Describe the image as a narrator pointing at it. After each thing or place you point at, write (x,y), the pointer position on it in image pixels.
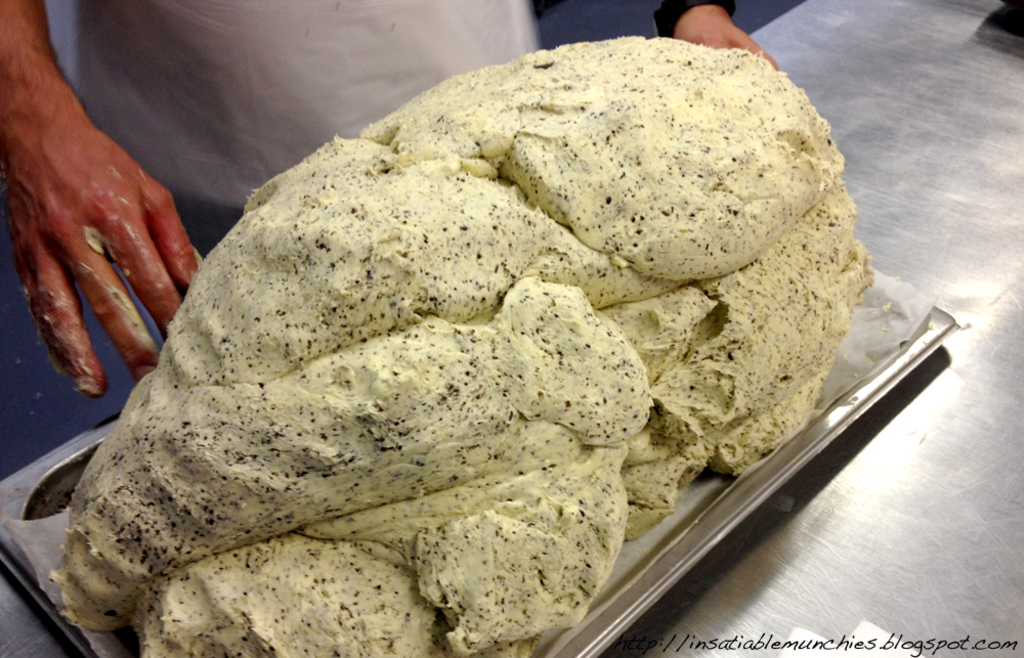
In this picture there is a person (357,77) standing behind the table (998,135). There is a dough (331,397) on the plate (634,590). There is a plate (887,377) on the table (865,485). In the bottom right (1009,642) there is a text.
